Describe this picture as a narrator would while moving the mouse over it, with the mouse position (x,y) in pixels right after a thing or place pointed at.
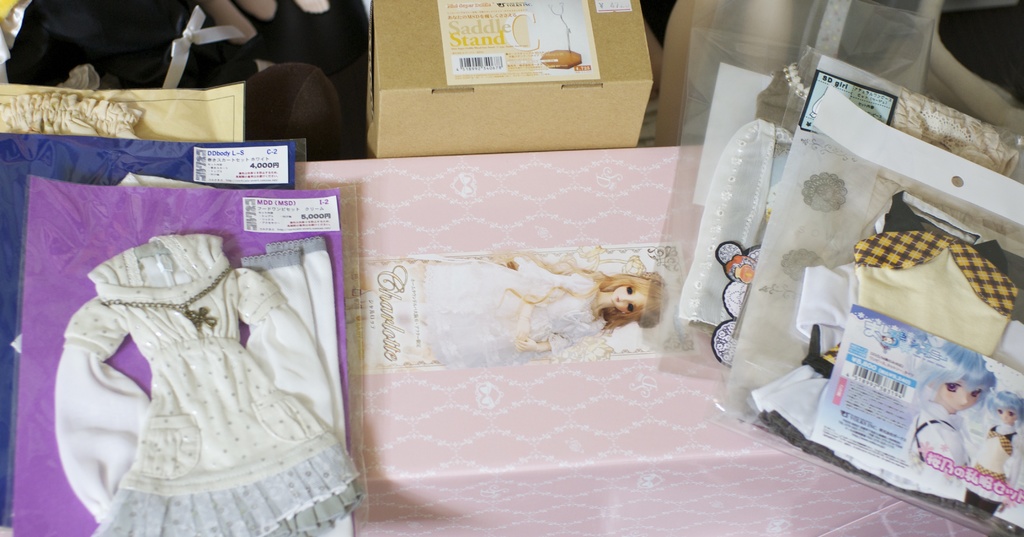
In this image I can see few boxes (517,317) which are pink and brown in color and few packets (235,238) with clothes (180,290) in them. I can see few other objects (346,49).
